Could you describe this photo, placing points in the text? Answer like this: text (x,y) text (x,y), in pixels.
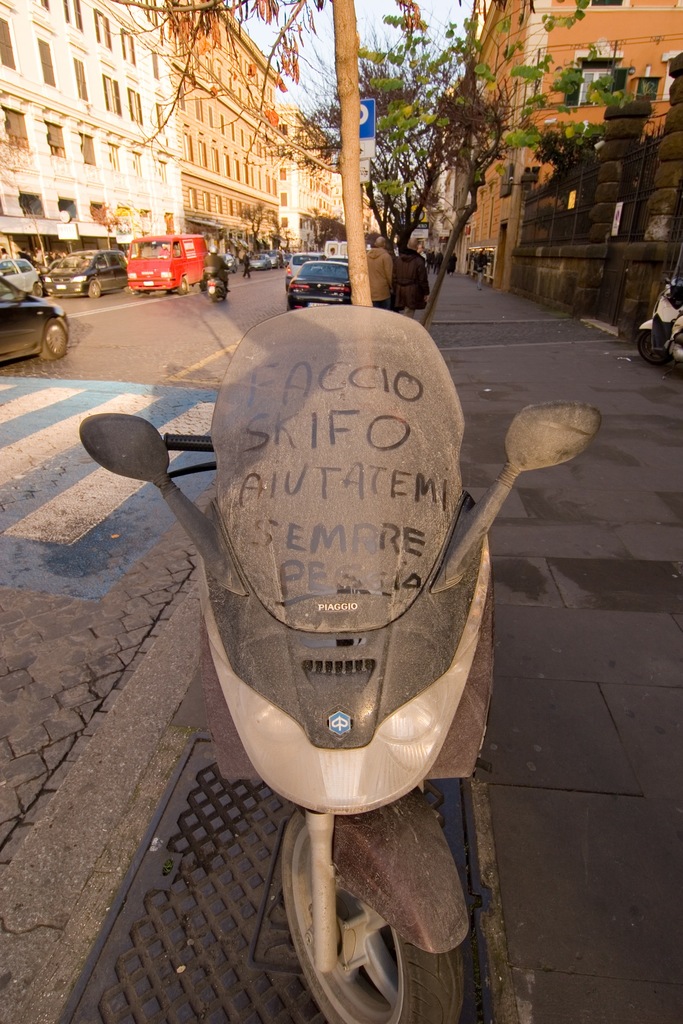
This picture is clicked outside. In the center (304,429) there is a scooter (361,629) parked on the ground (506,369) and we can see the group of vehicles (296,287) seems to be running on the road (186,364) and we can see the group of persons (422,276) and the trees (535,141), houses (42,177), buildings (193,121), windows (91,146) of the buildings (131,156). In the background (455,9) there is a sky (447,9) and many other objects (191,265). On the left corner (56,415) we can see the zebra crossing (74,515).
